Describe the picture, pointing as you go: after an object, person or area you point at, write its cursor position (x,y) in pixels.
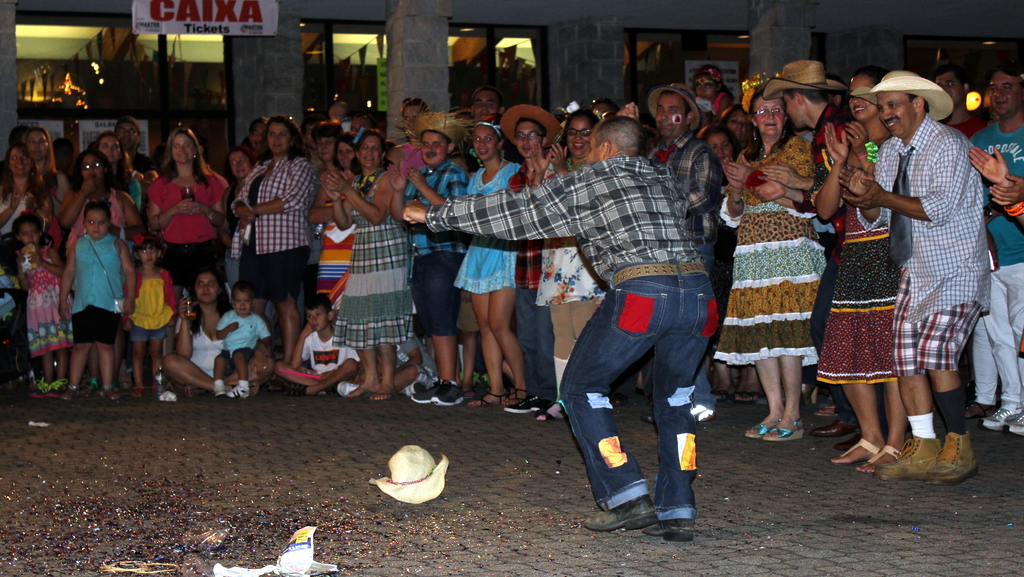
There is a man (565,380) and a hat (407,478) on the floor (381,512) in the foreground area of the image (392,494), there are people (470,276) clapping, posters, light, it seems like windows (197,77) in the background (371,71).
